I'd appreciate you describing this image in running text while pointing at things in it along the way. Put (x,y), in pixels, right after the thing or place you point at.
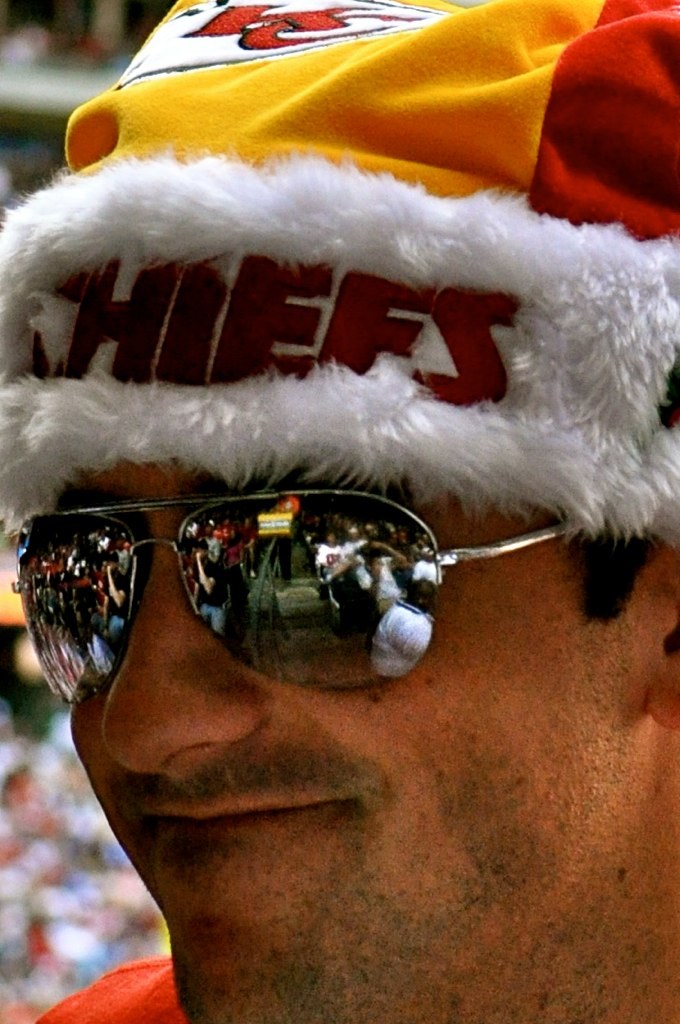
This image consists of a person (671,990). He is the man (280,430). Only the face (218,785) is visible. He is wearing cap (288,412) and goggles (320,621).
